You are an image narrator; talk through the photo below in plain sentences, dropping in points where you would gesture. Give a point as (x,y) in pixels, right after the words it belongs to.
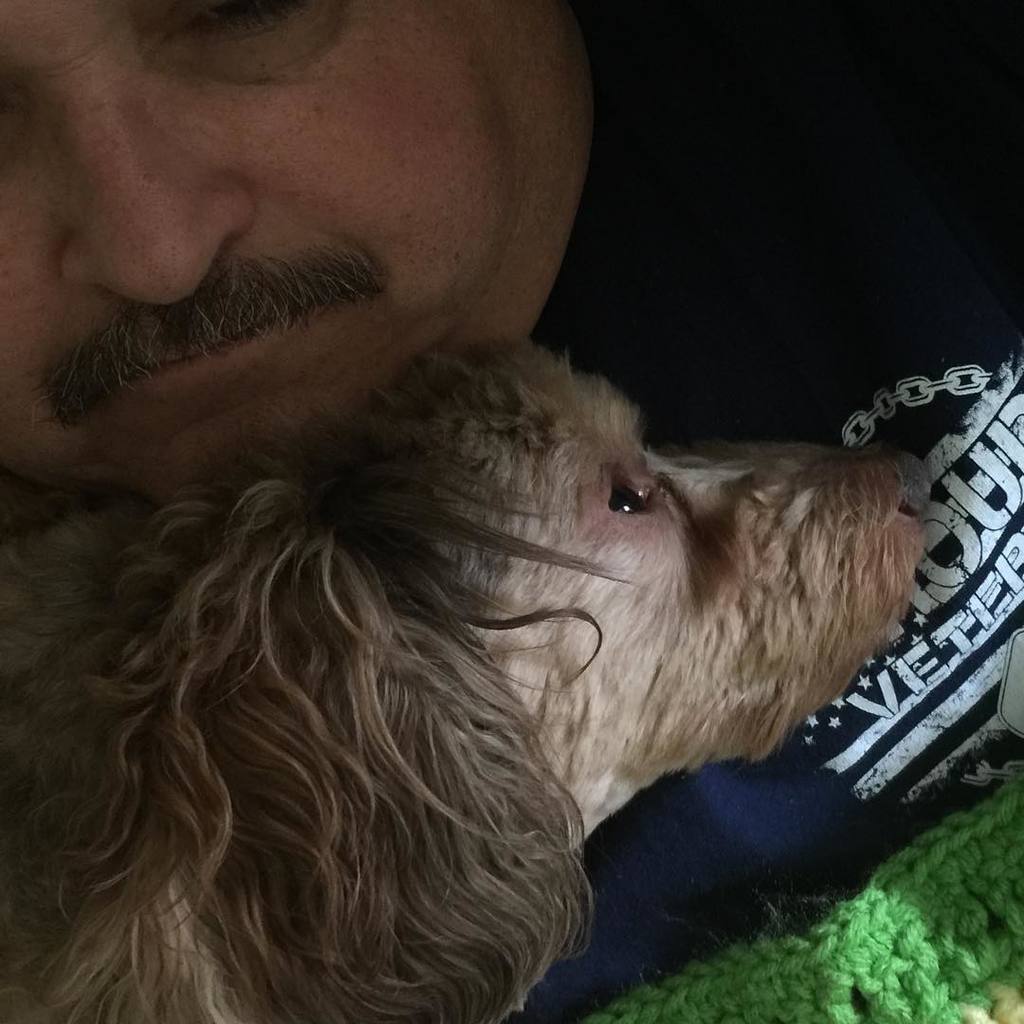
In this picture there is a person (203,343) with mustaches (169,341) holding a dog (461,618), dog (341,666) is brown in color. The person (60,289) is having a black color t shirt (837,312).
